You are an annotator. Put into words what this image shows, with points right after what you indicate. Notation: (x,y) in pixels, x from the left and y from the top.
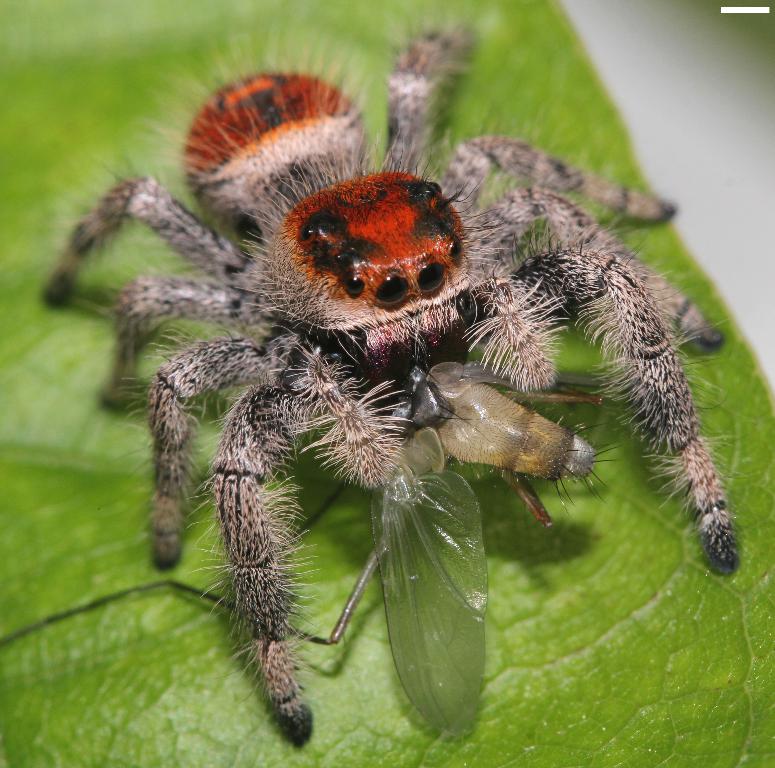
In this image there is a spider (353,404) and an insect (549,433) on the leaf (375,15).
